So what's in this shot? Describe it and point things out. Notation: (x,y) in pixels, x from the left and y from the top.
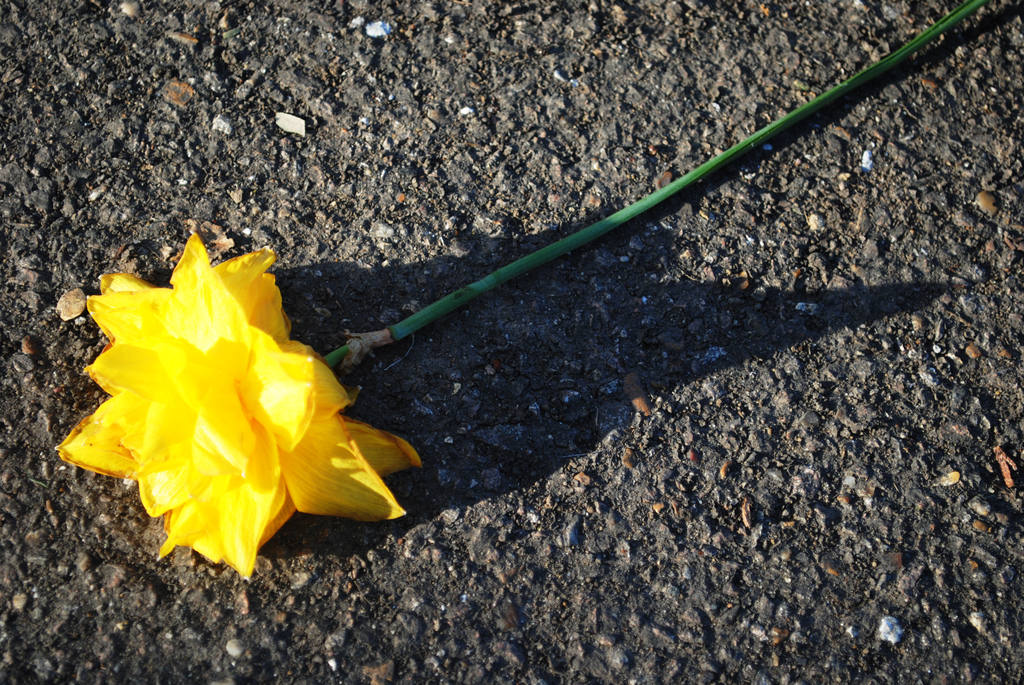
In this picture we can see a yellow flower (249,352) with a stem (878,72) on the ground (273,246).
